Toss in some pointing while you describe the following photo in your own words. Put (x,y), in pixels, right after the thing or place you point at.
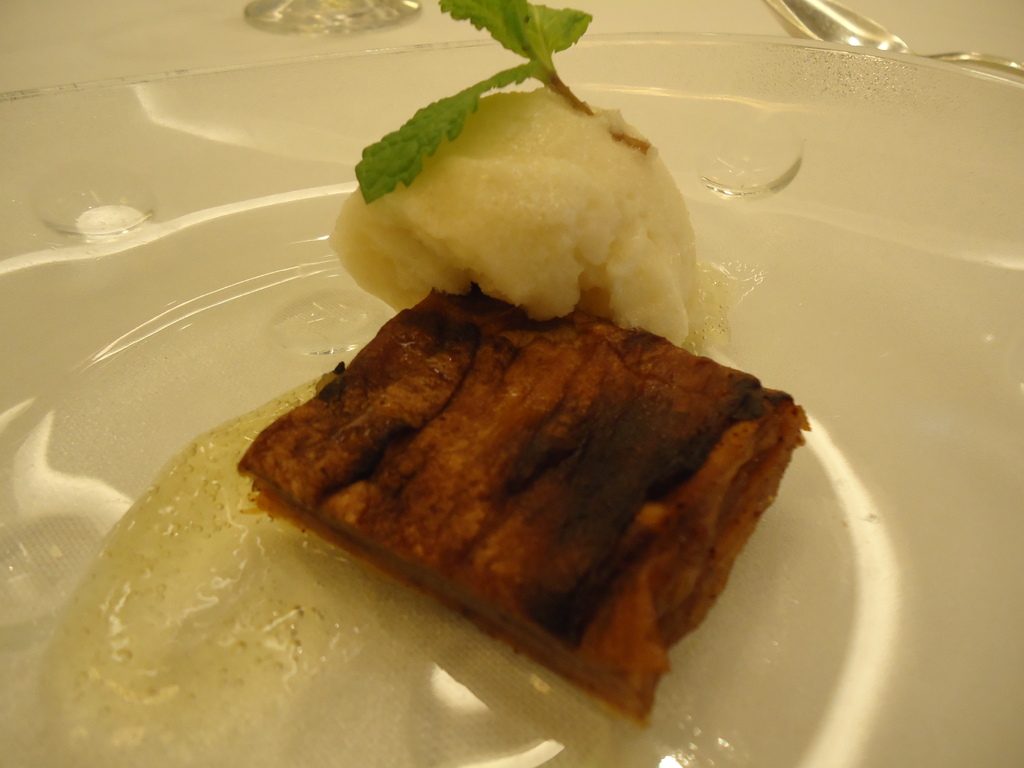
In this image, we can see a plate (893,180) with some food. On the right side (987,64), we can see a spoon (853,40). In the background (399,34), we can see a glass (284,25) and white color.
